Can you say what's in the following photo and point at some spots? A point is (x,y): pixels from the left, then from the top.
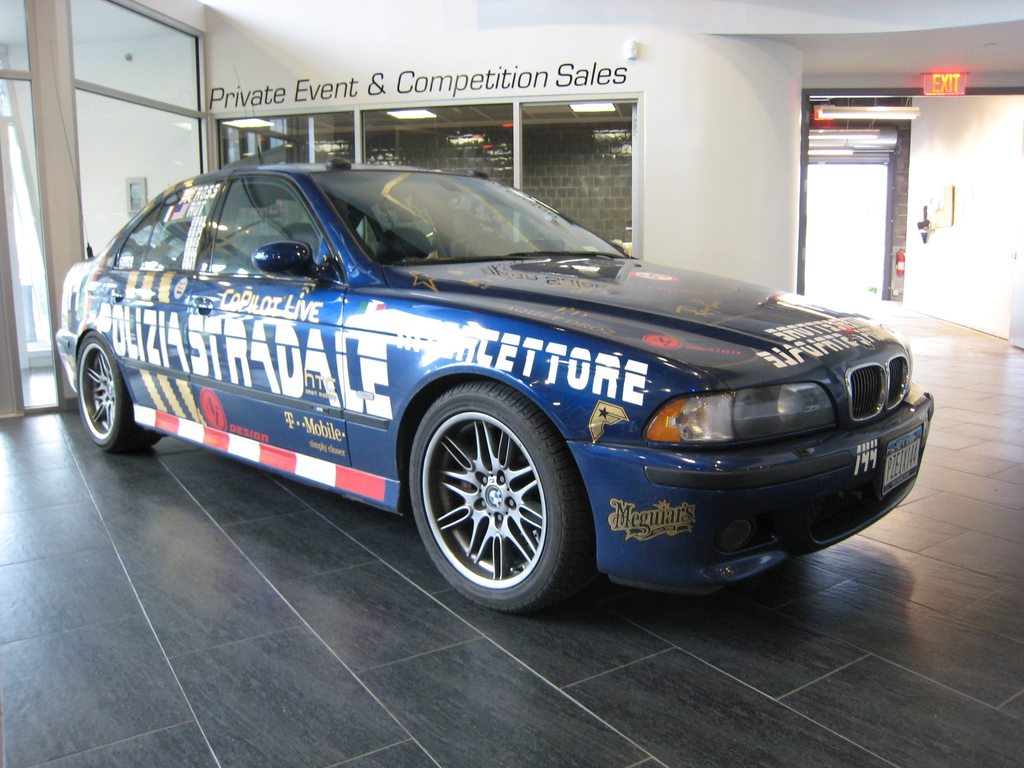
In the center of the picture (440,340) there is a car (485,335), behind the car (565,353) there are glass windows (288,116) and wall (328,65). On the right (944,229) there are lights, wall (994,162) and door (878,223). In the center of the background (563,132) there are lights (415,116) and a brick wall (554,147).
